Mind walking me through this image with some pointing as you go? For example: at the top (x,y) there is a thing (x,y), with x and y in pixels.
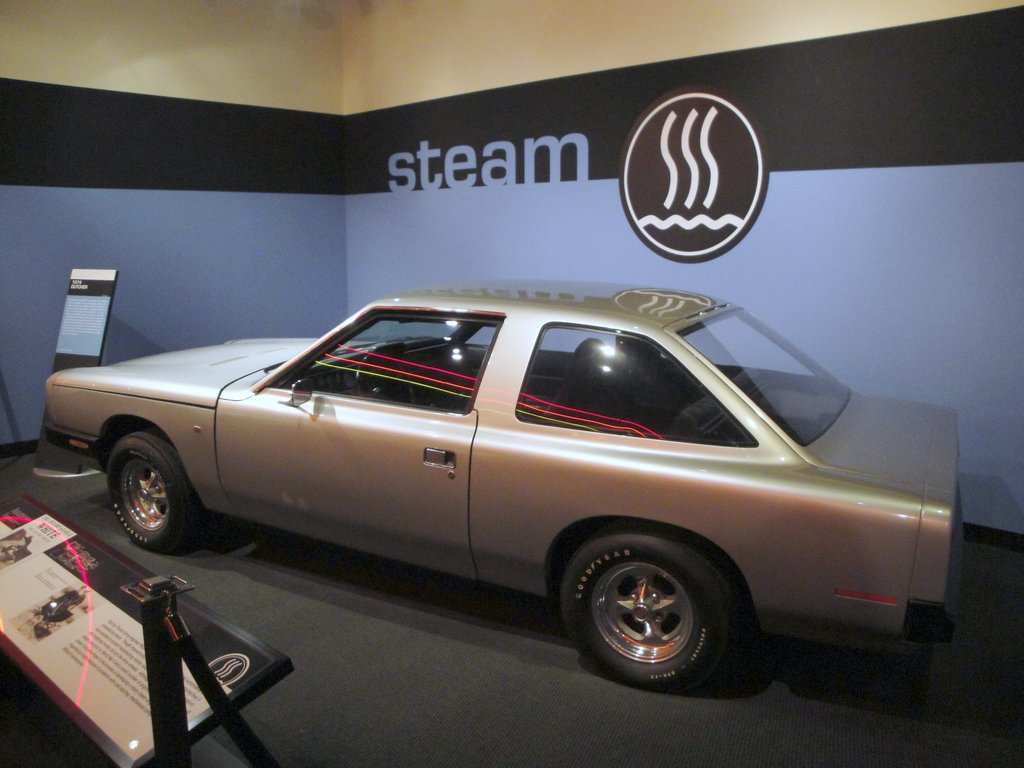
In this image I can see a car (214,481) and few boards (78,309). On these boards (100,652) I can see something is written. In the background (630,241) I can see wall (611,241) and on it I can see a logo (701,141) and I can see steam is written.
